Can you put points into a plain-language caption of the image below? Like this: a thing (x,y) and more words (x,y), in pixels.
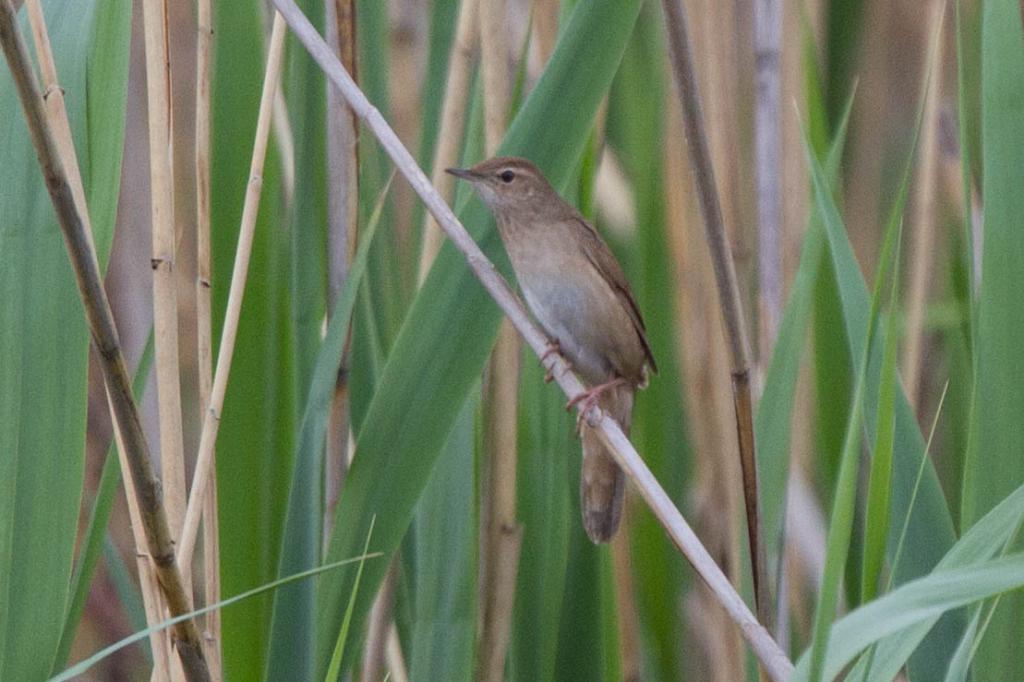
In this picture we can see a bird (588,299) in the front (588,315), in the background (640,428) there are leaves (549,152).
